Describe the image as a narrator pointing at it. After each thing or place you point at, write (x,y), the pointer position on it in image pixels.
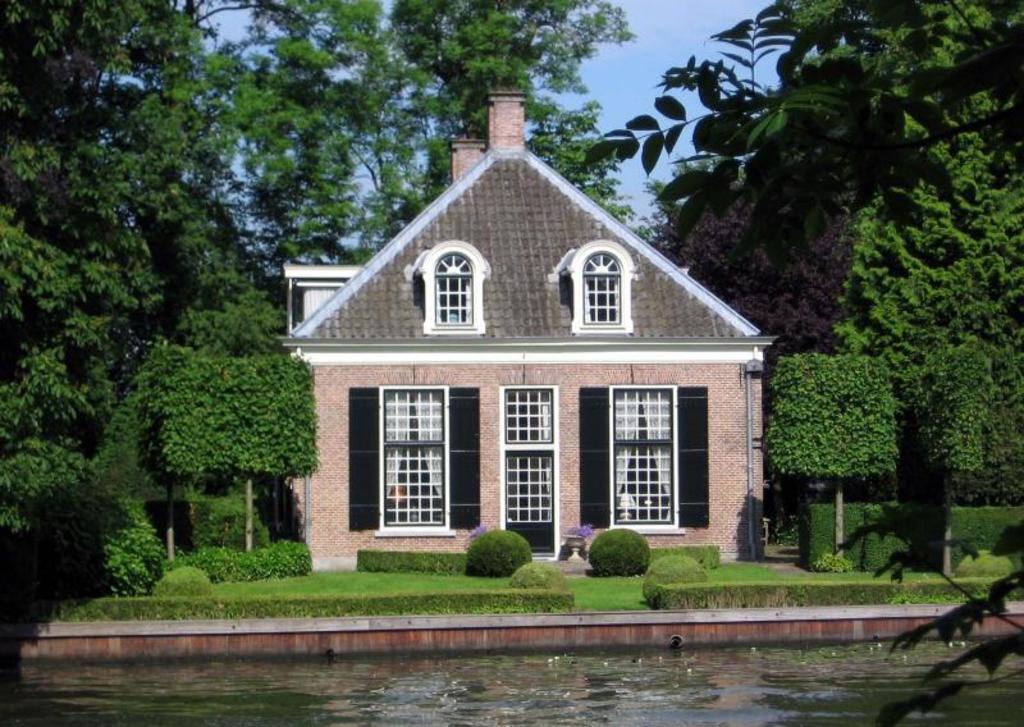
In this image I can see the water (501,665) and the house (493,428) with windows (440,414). In-front of the house (431,547) I can see the plants (446,569). In the background (280,267) I can see many trees (566,153) and the sky (629,65).
